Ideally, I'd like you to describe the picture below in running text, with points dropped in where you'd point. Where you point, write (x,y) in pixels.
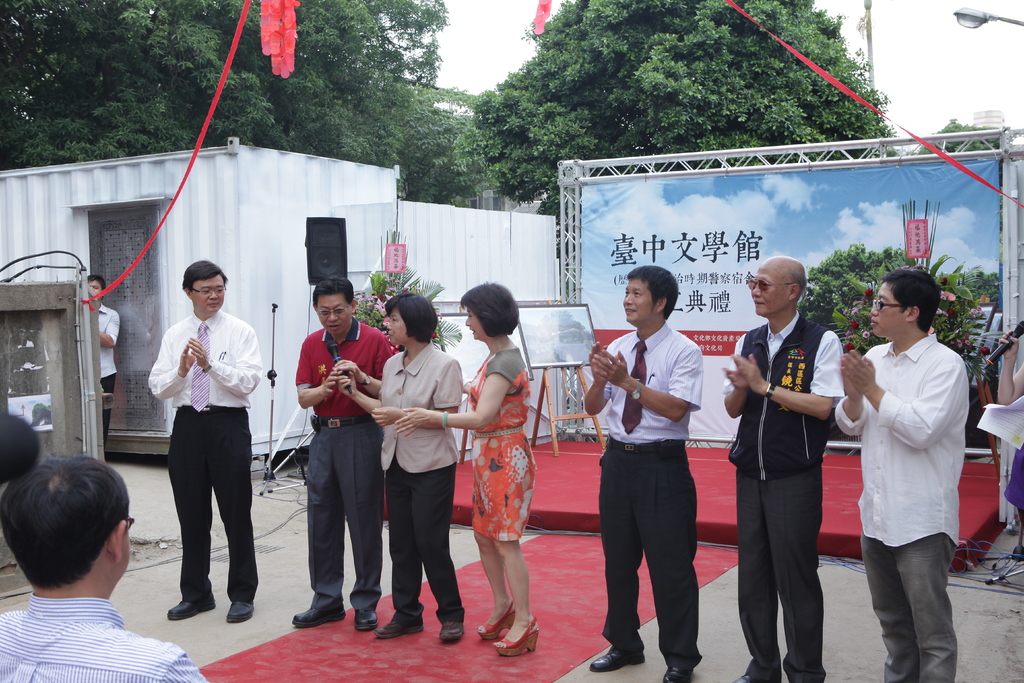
In the middle of the image (352,366) we can see persons (617,471) standing on the floor (276,550) and one of them is holding a mic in the hands (340,369). In the background (327,106) we can see trees (338,96), sky (456,28), street light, iron grill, advertisement (679,215), shed (134,255) and pipelines (78,362).
